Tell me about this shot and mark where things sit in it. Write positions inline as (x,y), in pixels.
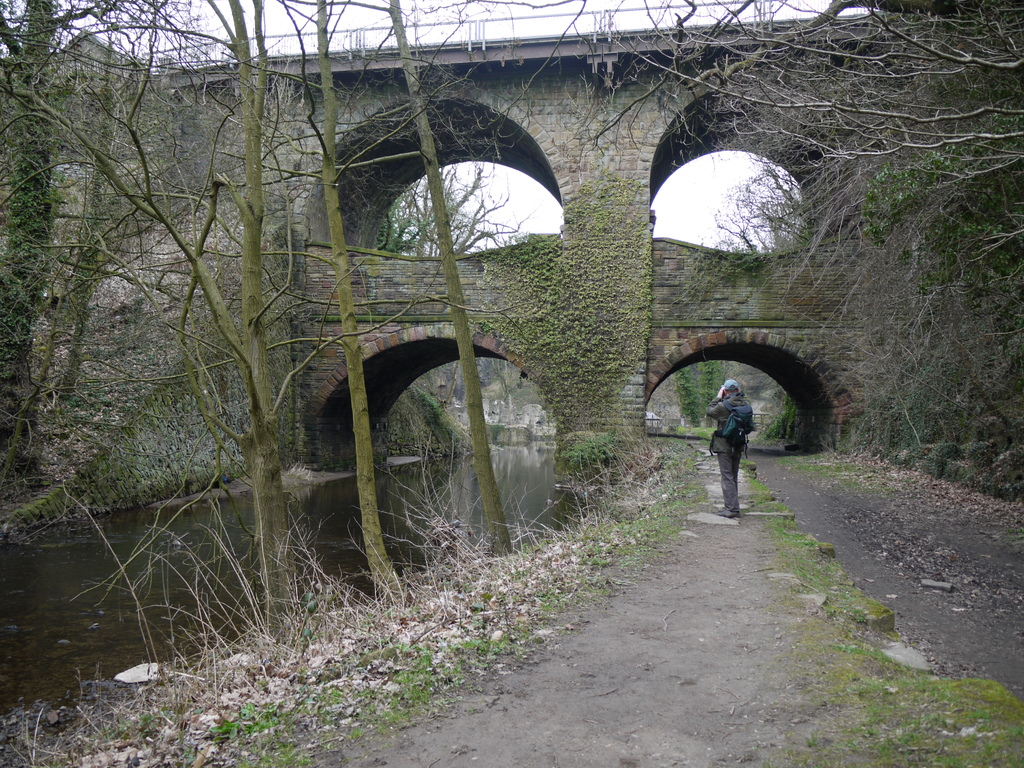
In this image we can see a person (719,428) standing on the ground (705,462), wearing a bag (741,436), there is a bridge (644,196) in front of him, we can see some trees (844,208) and a flowing river (504,477).
